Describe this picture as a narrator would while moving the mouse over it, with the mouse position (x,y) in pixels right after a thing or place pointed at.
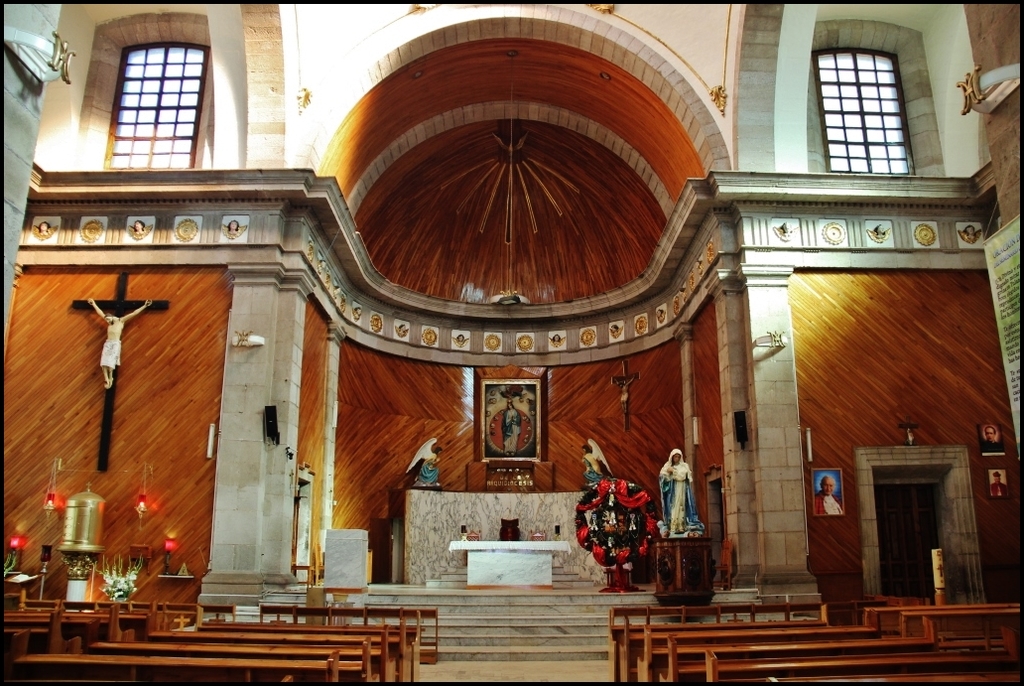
In this picture we can see the inside view of the church (473,622). In the front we can see the photo frame (529,438). Above there is a big dome (613,186) and glass window (834,157). In the front (165,669) bottom side there are some wooden benches (412,653).
